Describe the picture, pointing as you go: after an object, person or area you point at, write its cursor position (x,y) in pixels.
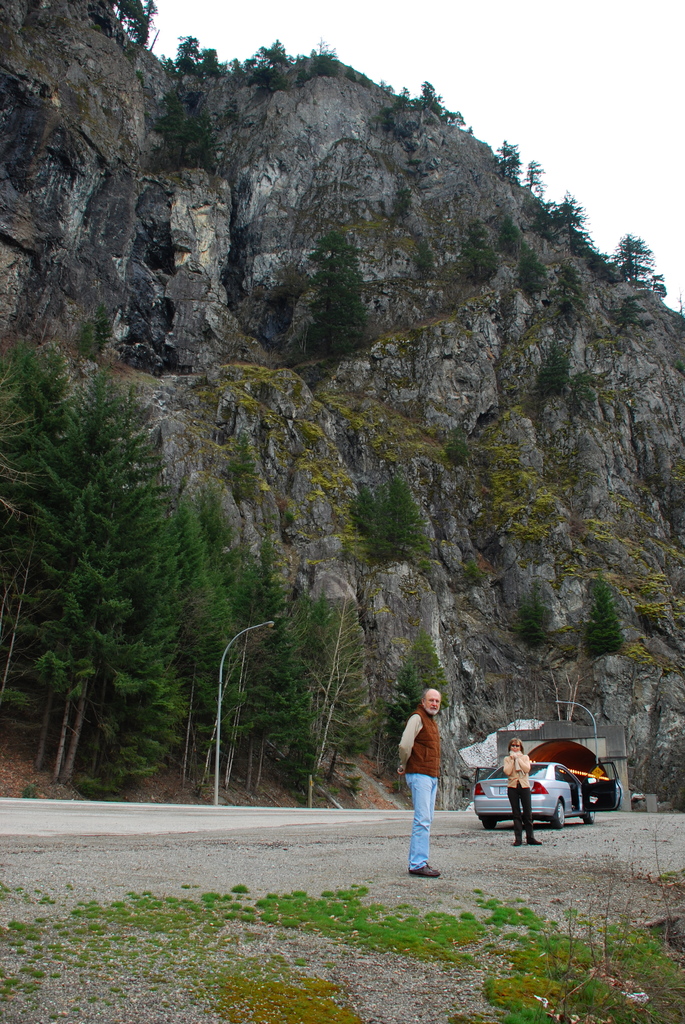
Here we can see a car (611,784) and two persons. This is grass (312,920). In the background (342,185) we can see a mountain (202,198), trees (46,478), and sky (539,100).
